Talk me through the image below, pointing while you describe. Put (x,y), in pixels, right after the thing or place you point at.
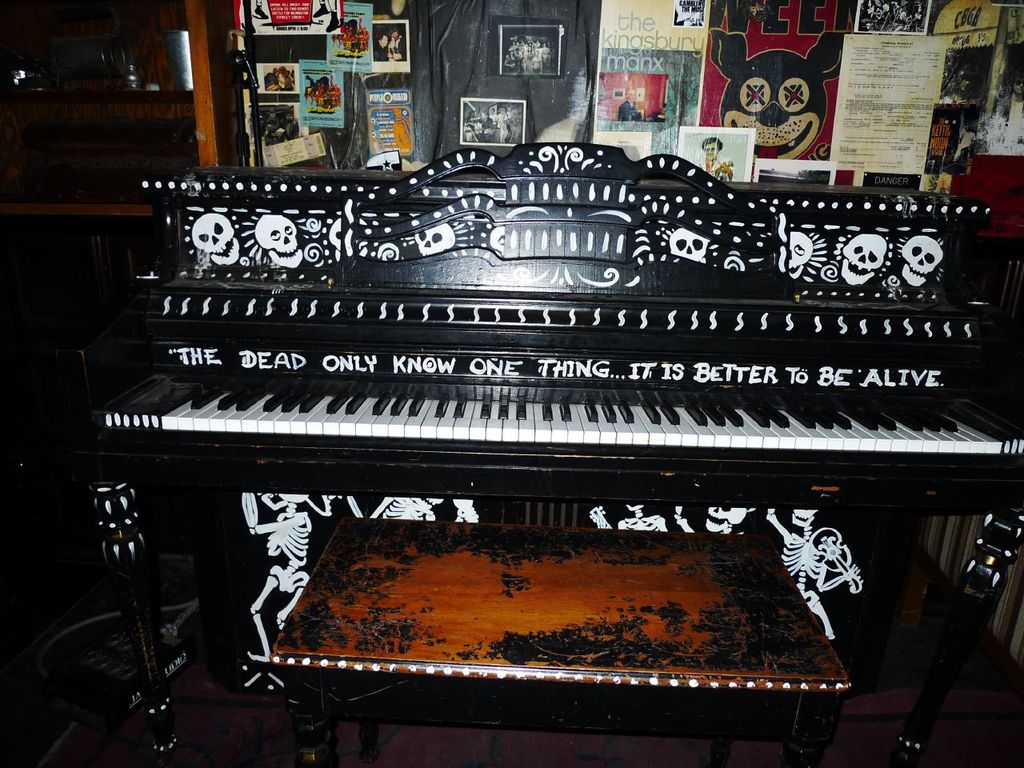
In this picture there is a piano (710,266) and some paintings (326,237) on it in the background (265,65) there is some posters (619,104).
